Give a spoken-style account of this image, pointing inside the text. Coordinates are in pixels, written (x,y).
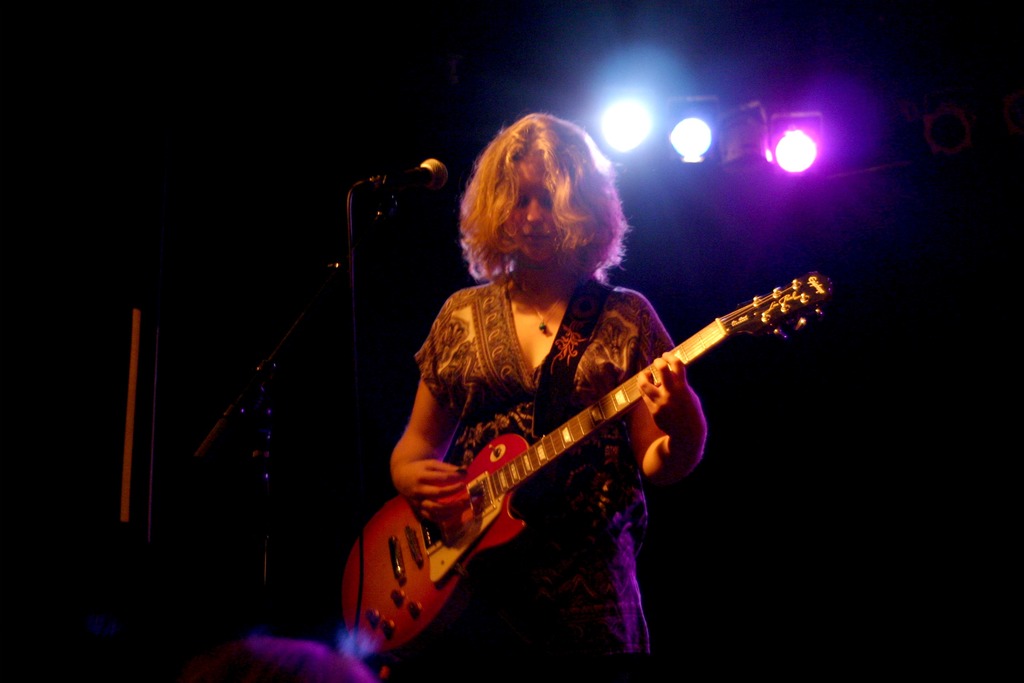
There is a lady (578,402) standing and she is playing guitar (521,469). In front of her there is a mic (386,176). And on the top (677,143) there are three lights (810,149).
